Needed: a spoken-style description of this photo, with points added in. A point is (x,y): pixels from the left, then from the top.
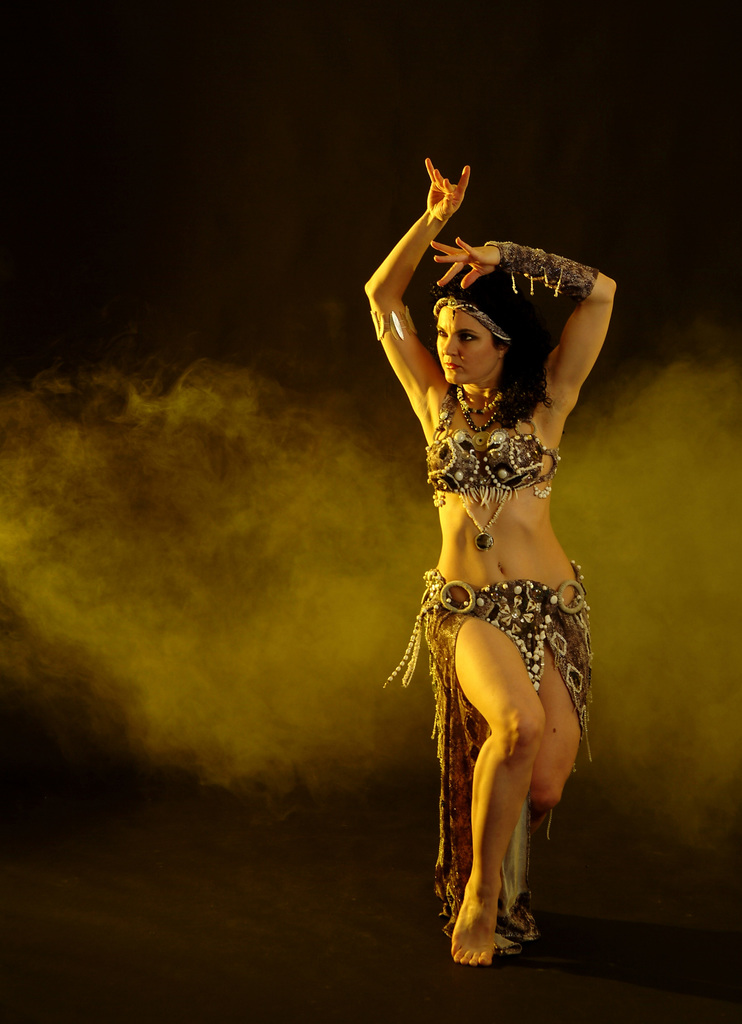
In this image we can see a woman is dancing on the floor (681,993). There is a dark background (161,207) and we can see smoke (720,527).
